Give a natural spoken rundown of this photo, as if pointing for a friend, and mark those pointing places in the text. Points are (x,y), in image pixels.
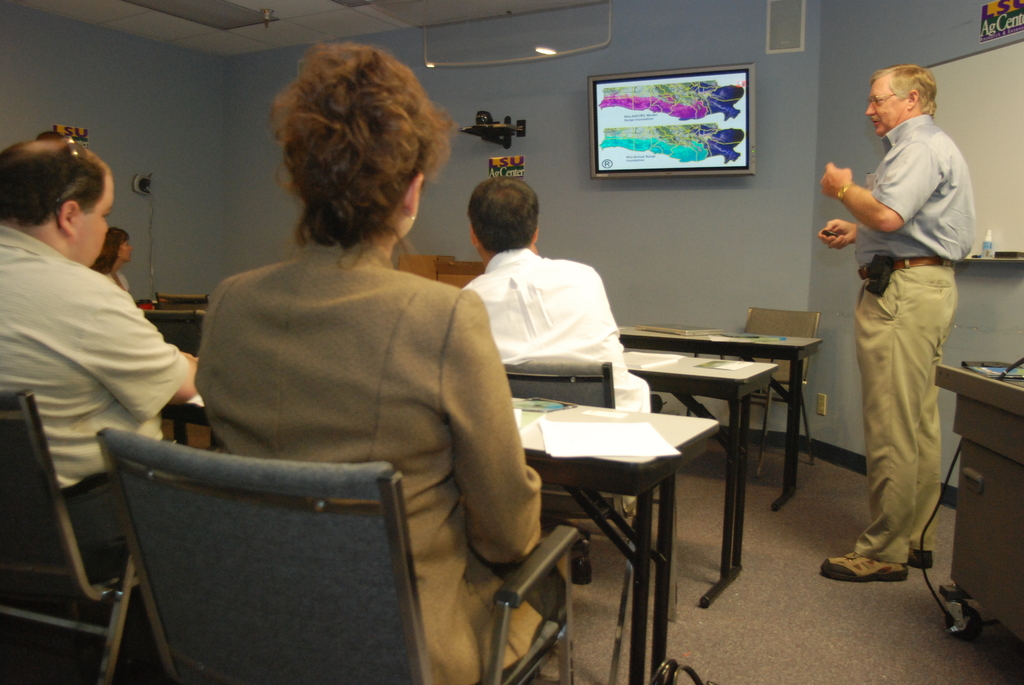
In this image I can see few people (410,157) are sitting on chairs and here a man (848,224) is standing. In the background (575,116) on this wall (639,61) I can see a screen (669,167).
